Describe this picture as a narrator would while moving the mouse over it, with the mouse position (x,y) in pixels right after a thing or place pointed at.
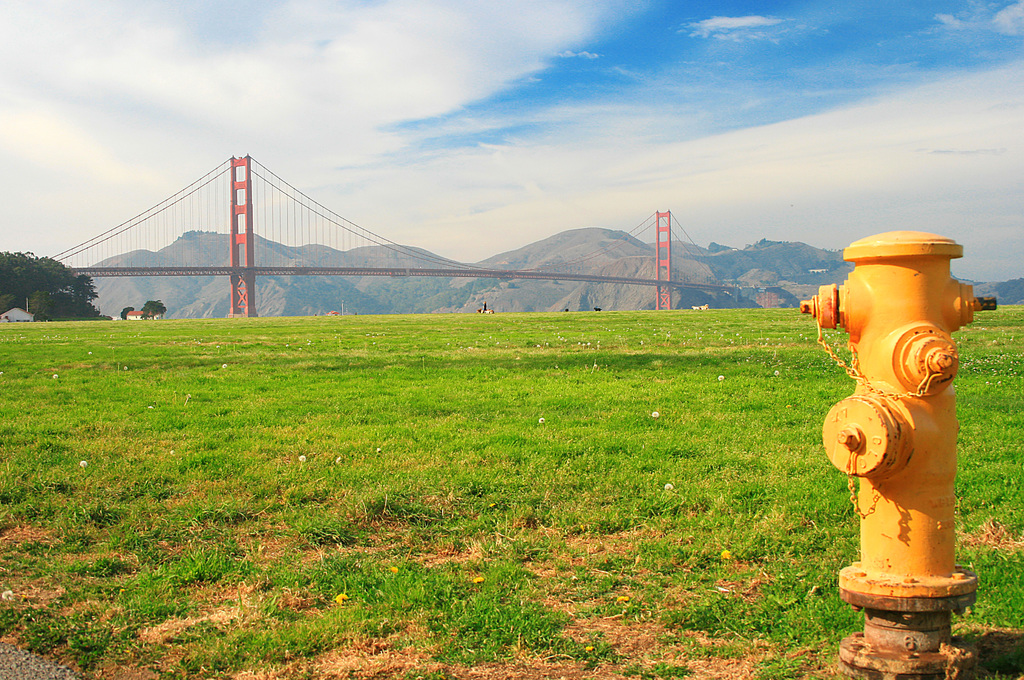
In the picture we can see fire hydrant (845,453), there is grass (125,325), in the background of the picture (55,310) we can see bridge (252,291), there are some trees (70,313), mountain (357,259) and top of the picture (638,153) there is cloudy sky (556,108).
